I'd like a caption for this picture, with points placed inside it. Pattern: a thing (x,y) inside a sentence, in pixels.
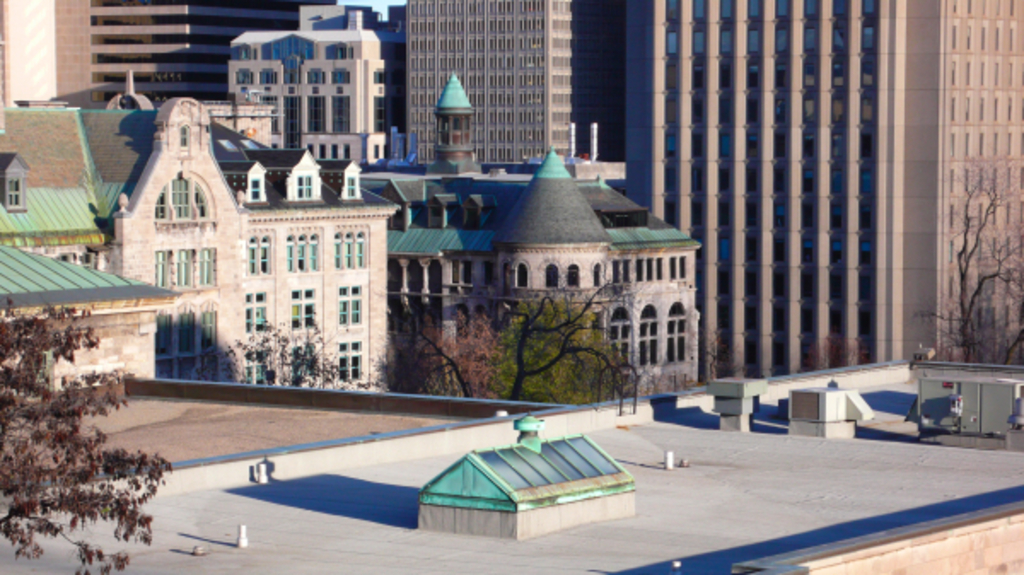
In this image there are buildings (523,210), there are windows (351,262), there are trees (416,333), there is a tree (999,259) towards the right of the image (960,266), there is a tree (49,409) towards the left of the image (104,419), there is a building (750,539) towards the bottom of the image (712,515).
